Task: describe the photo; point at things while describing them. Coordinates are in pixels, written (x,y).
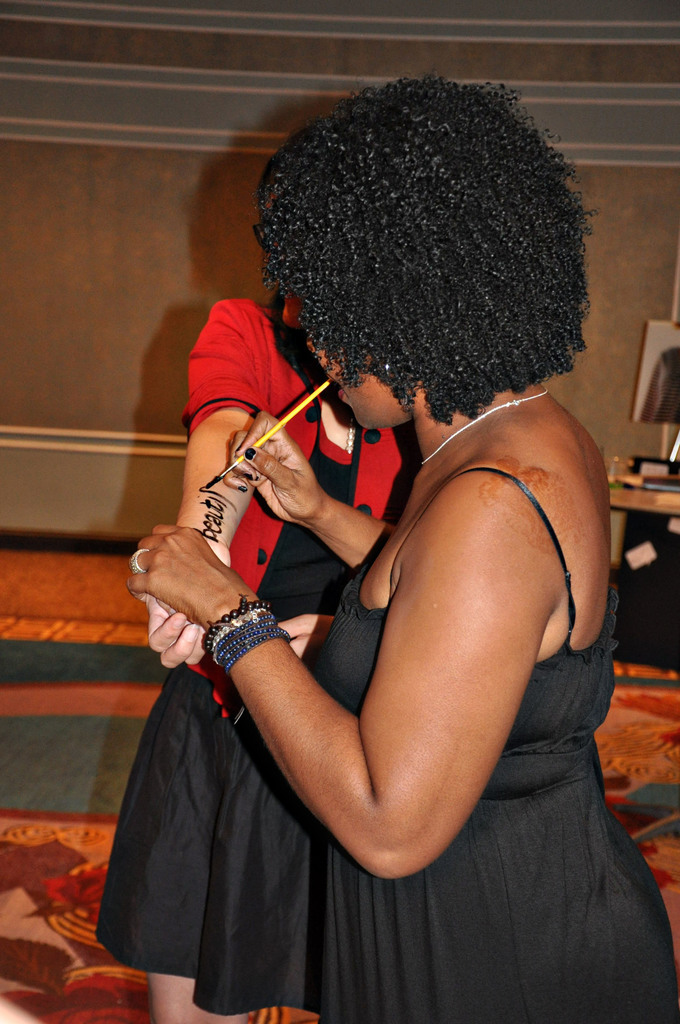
In this picture we can see two persons (315,543) are standing, a woman (386,657) in the front (397,765) is holding a painting brush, in the background (95,204) there is a wall (109,145), on the right side (641,499) we can see a table (638,505), there is a monitor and other things (643,458) present on the table (670,504).
